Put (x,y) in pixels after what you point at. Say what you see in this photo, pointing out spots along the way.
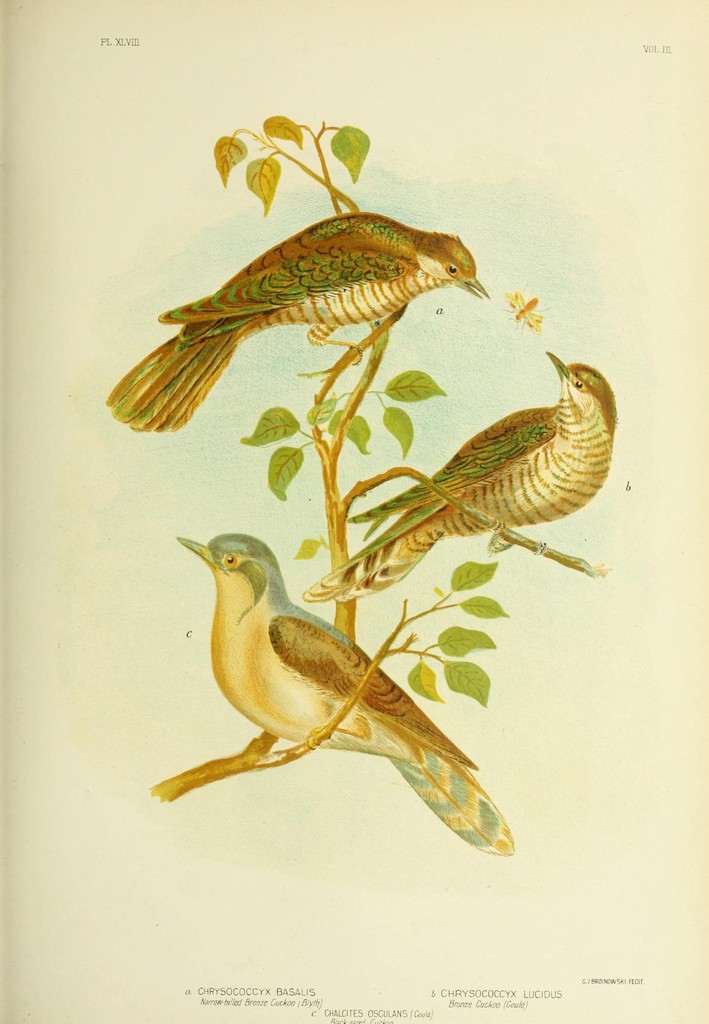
In this image there is a painting (302,421), in the painting (254,524) there are birds (308,665) on the branches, around the birds (336,591) there are leaves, at the top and bottom of the image (302,998) there are some text (613,983) and numbers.
